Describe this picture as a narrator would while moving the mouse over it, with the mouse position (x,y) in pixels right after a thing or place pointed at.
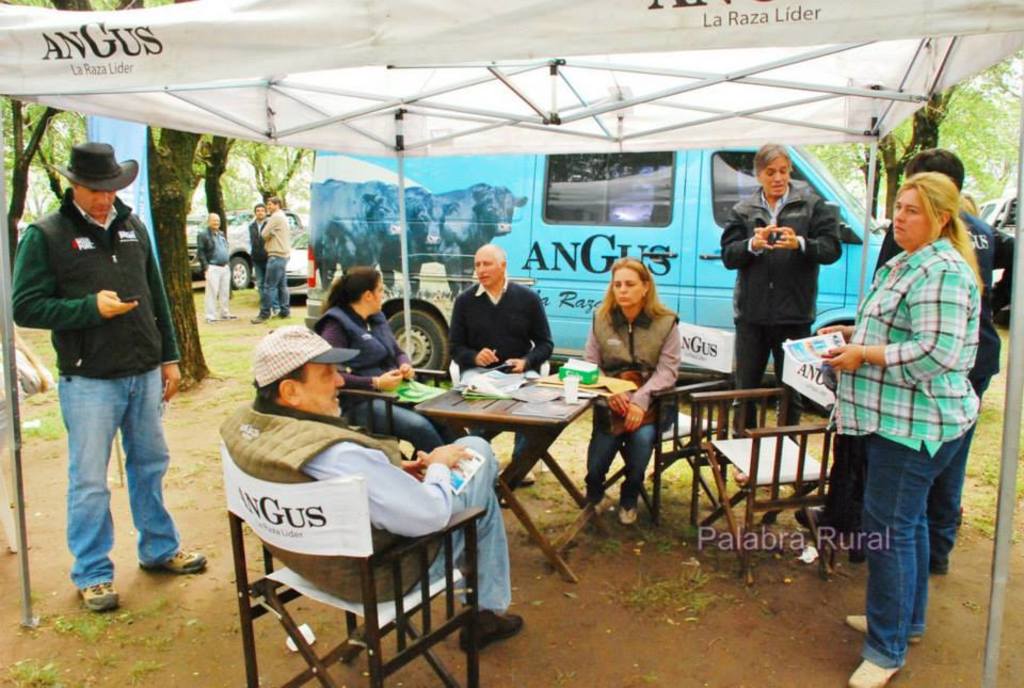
This is a picture taken in the outdoor, there are a group of people (423,484) sitting on a chair (373,571) in front of the people (640,327) there is a table (543,385) on the table (510,407) there is a paper (521,387), bottle (571,390), cloth (605,383) and some people (80,291) are standing on the floor (644,518). On top of them there is a tent (385,97). background of this people (333,382) there is a van (540,256) which is in blue color. There are three people (255,248) standing on the left side of the van (344,232).
